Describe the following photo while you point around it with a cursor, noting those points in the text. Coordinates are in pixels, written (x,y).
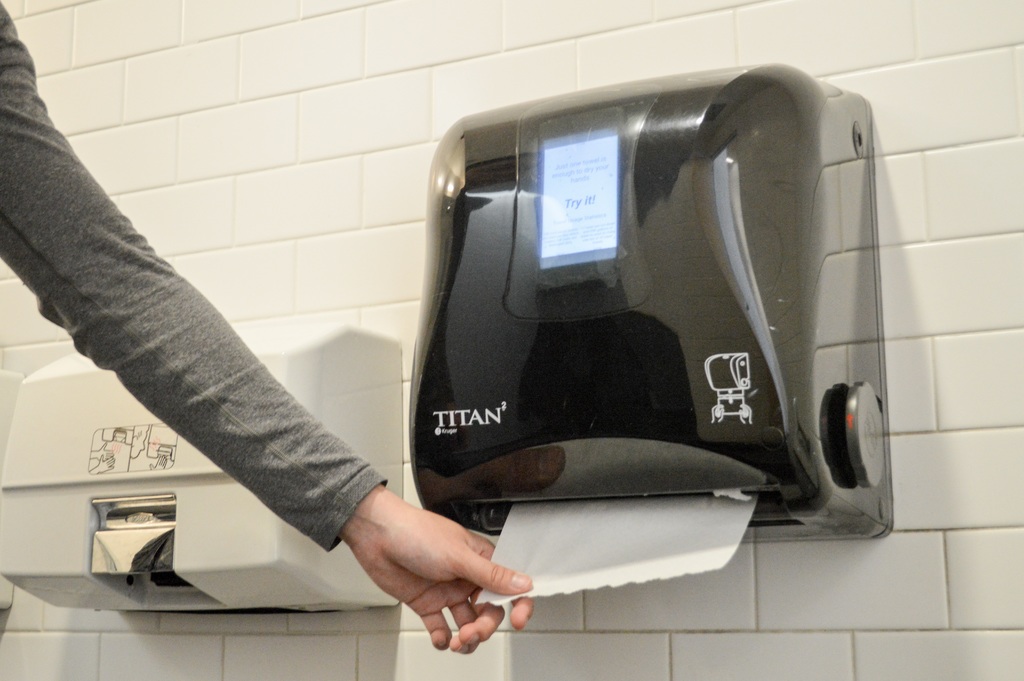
In the center of the image (586,374) we can see a tissue holder (503,386) and a dispenser (186,472) placed on the wall (971,487). On the left (174,302) we can see a person's hand (368,512) holding a tissue (516,561).
